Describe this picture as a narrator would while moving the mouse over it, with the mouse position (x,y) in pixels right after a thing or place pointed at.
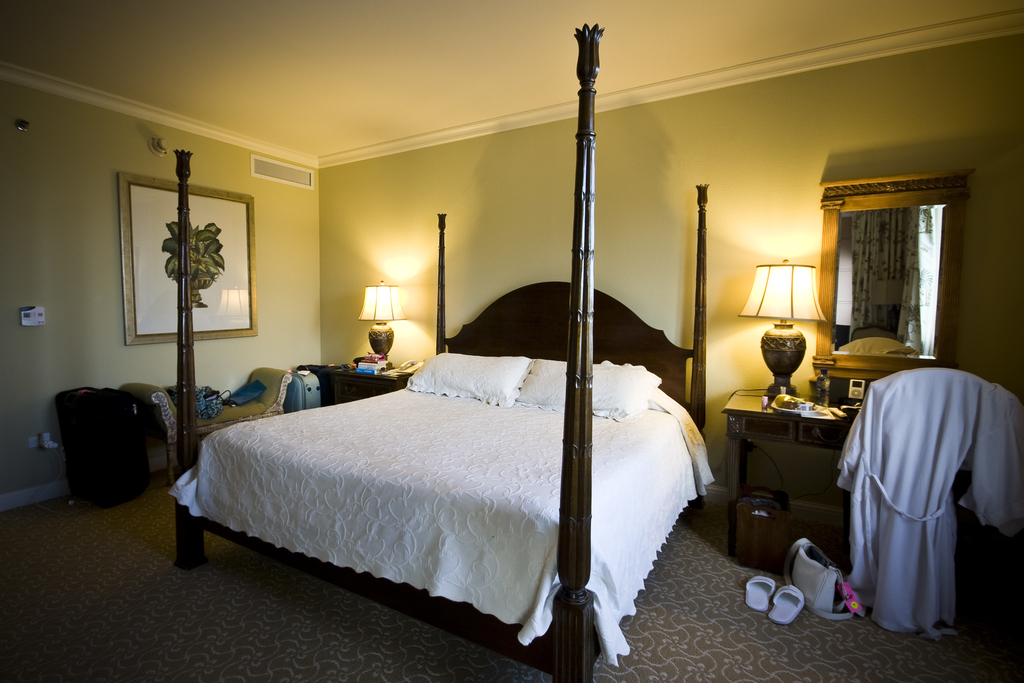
This is the inside view of a bedroom (375,611) where we can see bed (497,470). Beside bed (520,449) we can see table (353,372) and lamps (379,329) are there. Right side of the image (897,315) one mirror (895,339) is there, in front of the mirror (897,315) chair (849,518) and white color bath gown (915,500) is present. Left side of the image (141,433) sofa (221,420) and bag (131,411) is there. The wall (2,430) is in yellow color and the roof (340,30) is in white color. To the left side of the image (233,219) one frame (247,303) is available and near the chair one bag (809,585), slippers (782,608) and one more thing is present.
